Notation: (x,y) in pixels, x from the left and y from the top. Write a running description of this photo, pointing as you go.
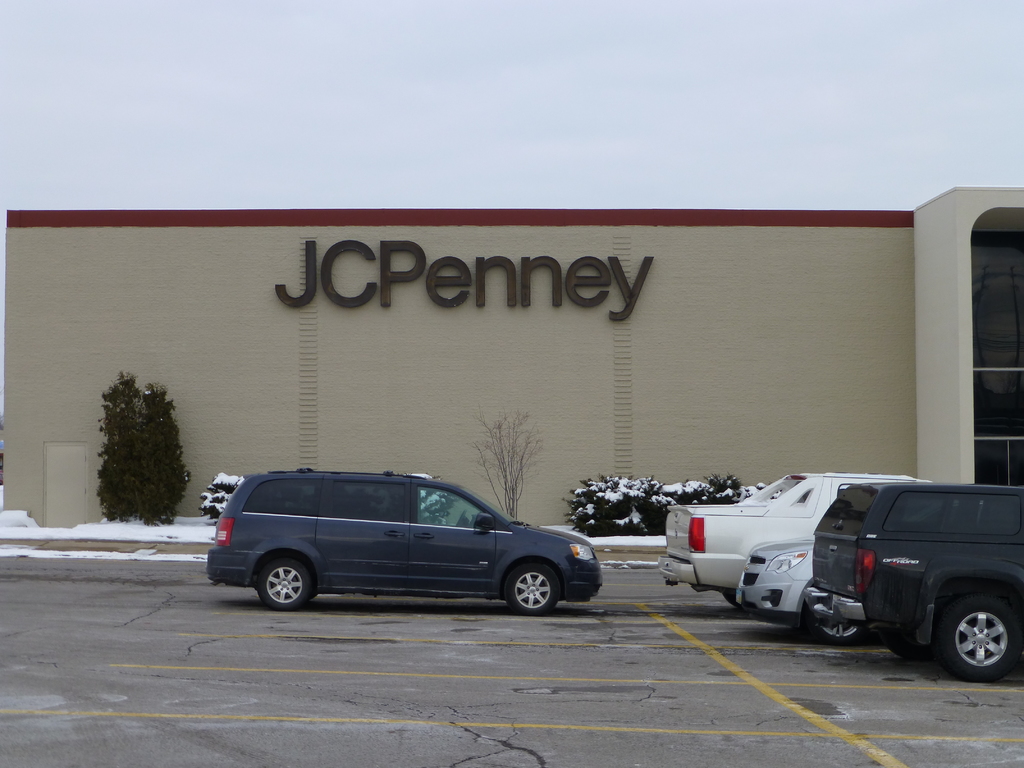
In the image there are cars (938,578) on the road (644,752) and behind there is a wall (294,269) with some text (449,280) above it and plants (133,445) in front of it on the snow (114,526) and above its sky (561,113).
